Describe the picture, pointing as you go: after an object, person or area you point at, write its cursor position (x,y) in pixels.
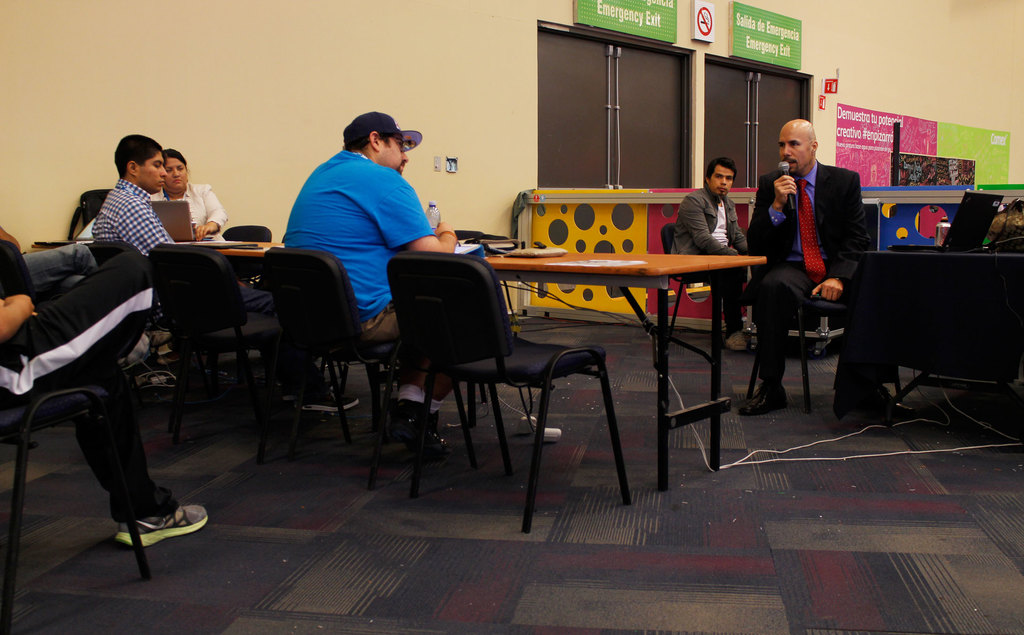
In this image I can see a group of people (112,411) are sitting on the chairs (436,297) in front of tables (553,274) on which there are papers (593,263), laptops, bottle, so on and one person (758,301) is holding a mike (793,208) in hand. In the background (947,127) I can see a wall (511,146), boards (628,20), posters (955,138), doors (746,144) and some objects (553,293). This image is taken may be in a hall (40,567).
